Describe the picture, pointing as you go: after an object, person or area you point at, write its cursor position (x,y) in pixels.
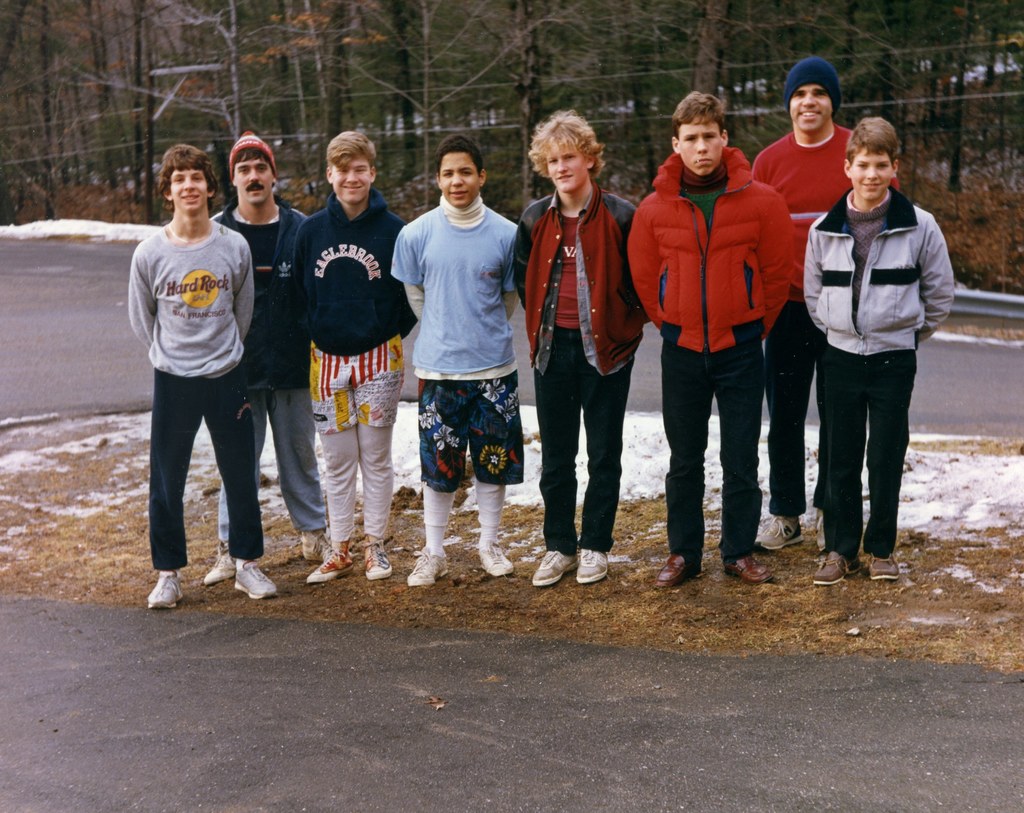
In this image I can see a group of men (306,470) are standing and I can see most of them are wearing jackets (648,260). I can also see two of them are wearing caps (786,102). In the background (27,302) I can see a road (13,328), two wires (870,105) and number of trees (394,45). I can also see one more road (1009,710) on the bottom side of the image (741,765).
